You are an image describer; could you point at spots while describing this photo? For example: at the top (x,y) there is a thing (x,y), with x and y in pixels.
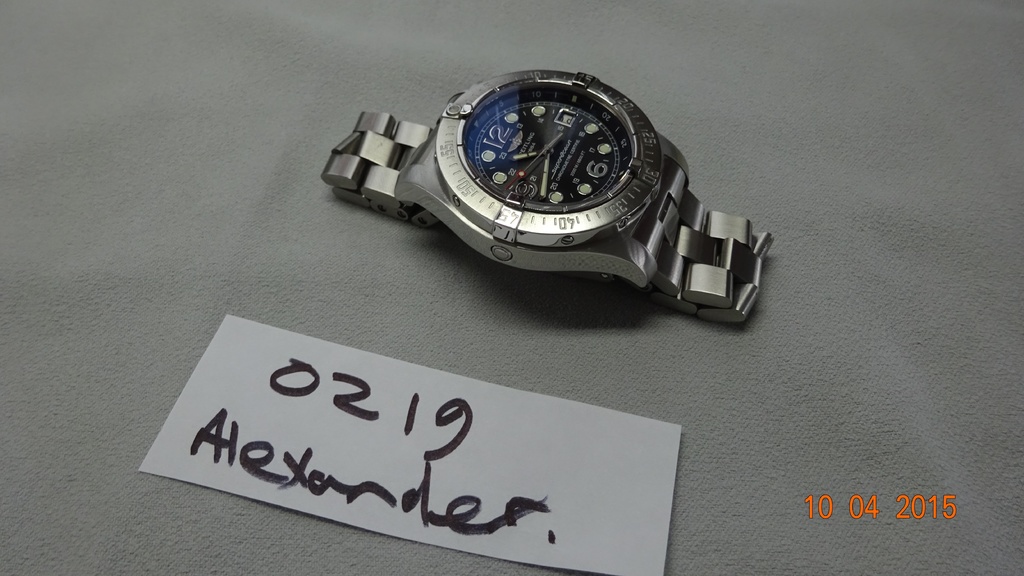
The picture consists of a table (133,77), on the table (768,135) there is a paper (371,430), on the paper (344,430) there is text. At the top (422,145) there is a watch (531,176). At the bottom (851,501) towards right (870,504) it is date (870,512).
